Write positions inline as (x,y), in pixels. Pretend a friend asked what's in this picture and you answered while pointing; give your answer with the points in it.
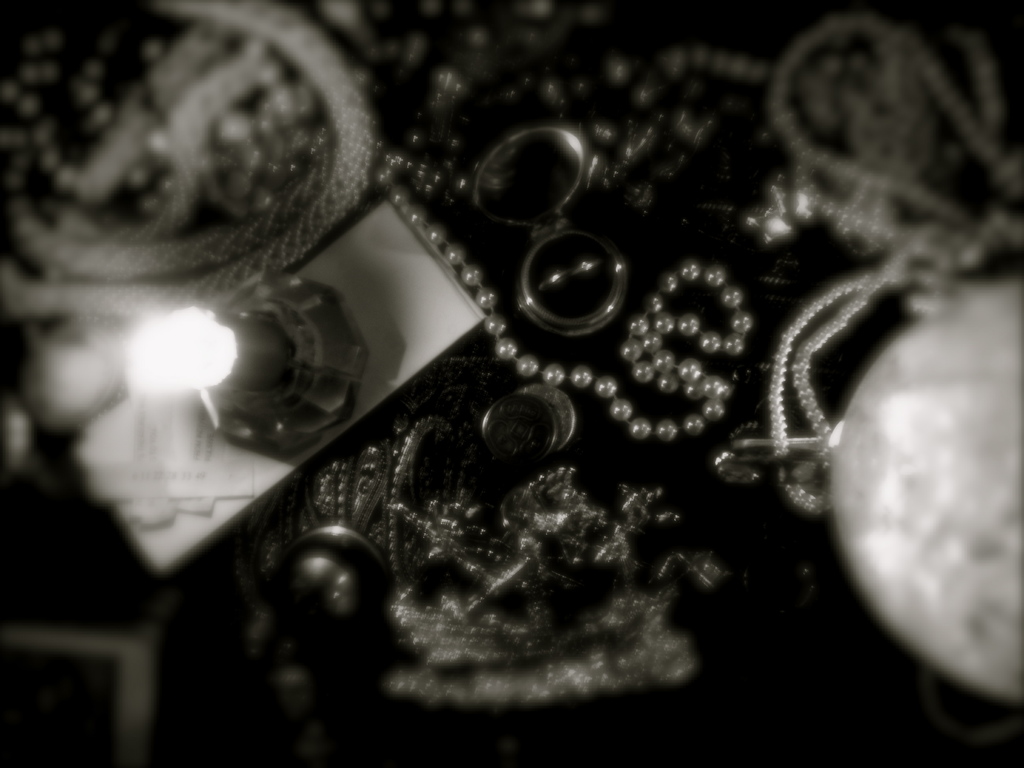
This is a black and white image. In this picture we can see lamp (357,336), paper (442,333), chains (584,366), ring (587,271), box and some objects (535,510).
